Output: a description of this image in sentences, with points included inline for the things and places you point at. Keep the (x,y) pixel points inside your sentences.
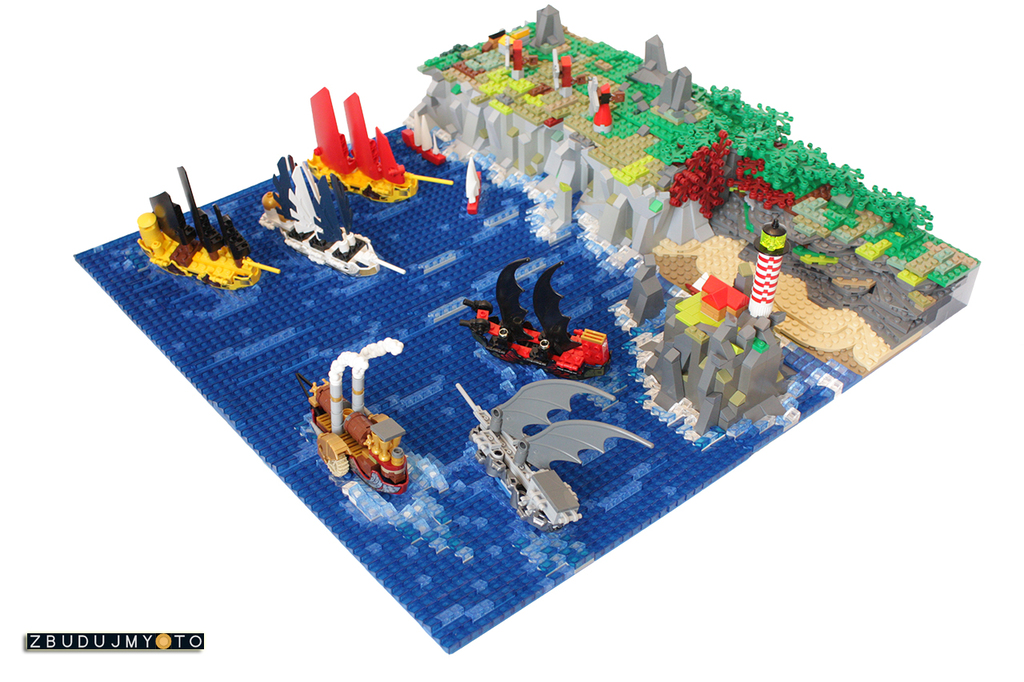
In this image we can see an object (568,276) made with Lego (625,330) and there are few toys (521,320) on it.
